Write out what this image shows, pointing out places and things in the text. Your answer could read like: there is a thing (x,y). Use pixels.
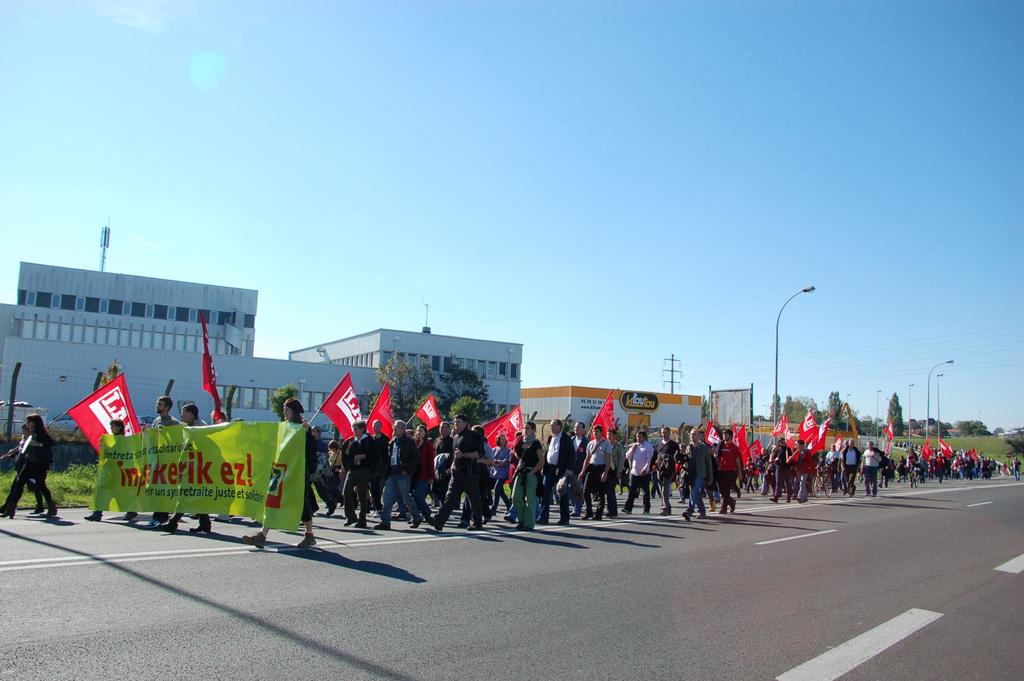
This image is clicked outside. There are so many people (554,451) in the middle (600,453), who are holding flags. And some people (168,411) are holding banners (176,479) on the left side (176,479). There is building (63,352) in the middle (356,346). There are trees (842,419) on the right side (885,417). There are lights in the middle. There is sky (400,216) at the top (400,216).
